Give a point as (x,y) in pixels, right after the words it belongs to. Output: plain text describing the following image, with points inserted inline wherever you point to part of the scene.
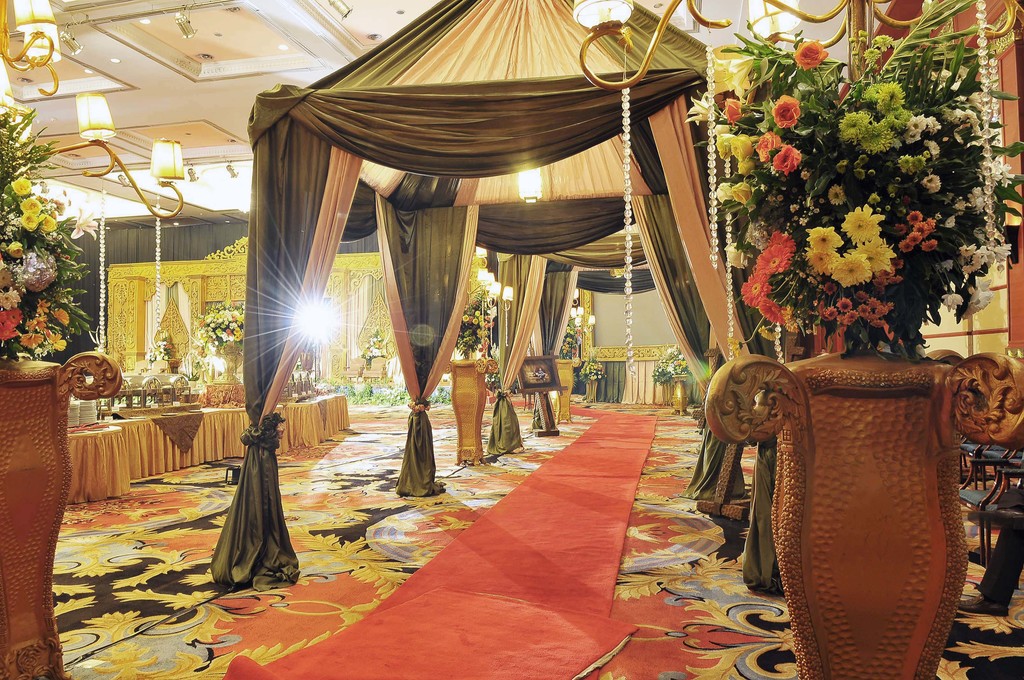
This is the inner view of a room (360,262). In this room (303,267) we can see curtains (315,147), electric lights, chandeliers (104,159), house plants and crockery (286,389).
